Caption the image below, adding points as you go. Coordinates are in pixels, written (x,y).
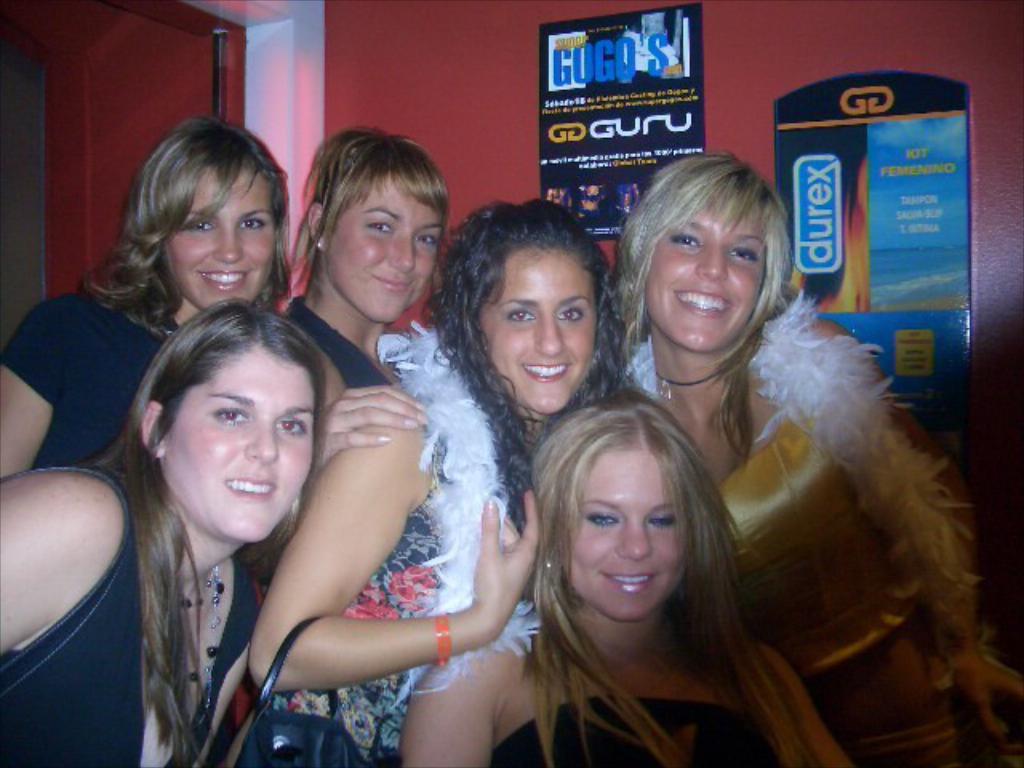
In this image I can see the group of people (399,614) with different color dresses (280,698). I can see one person (358,714) holding the bag (318,728). In the background (813,273) I can see the posters (809,283) attached to the wall (424,120).
